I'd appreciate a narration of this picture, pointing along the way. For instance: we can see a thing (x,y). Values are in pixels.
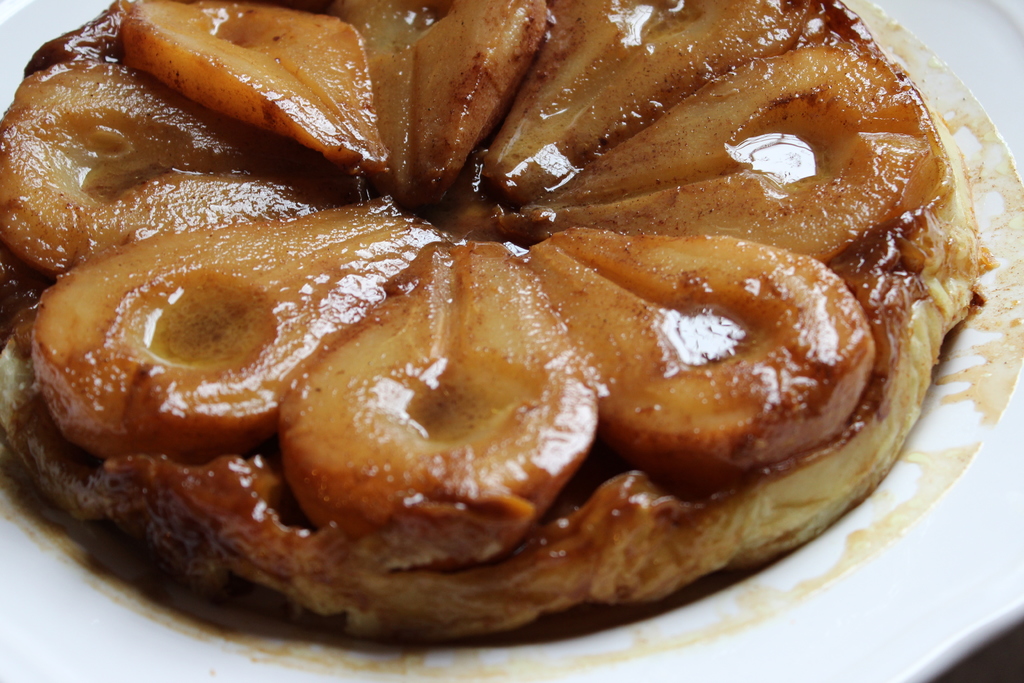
In this image, we can see a food item (43,487) kept in a white color plate (929,478).
